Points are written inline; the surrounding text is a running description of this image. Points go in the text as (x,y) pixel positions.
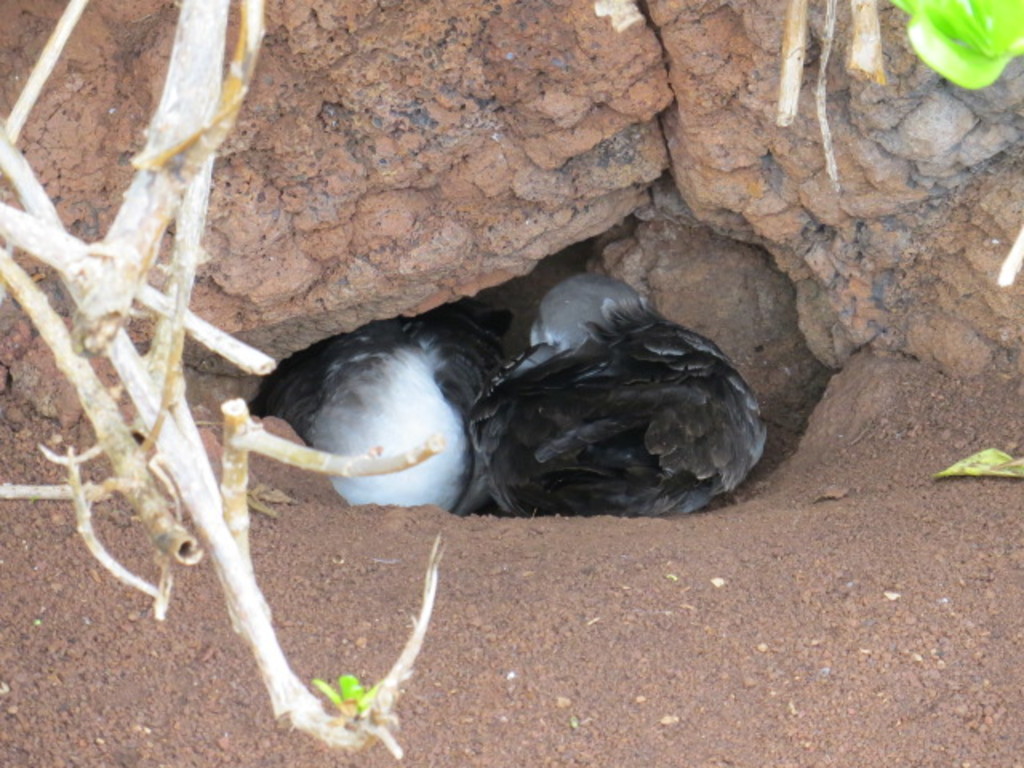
In this image there are seabirds (392,327) visible under the stones (411,241), on the left side (199,455) may be there are stem of trees (187,233) visible.
